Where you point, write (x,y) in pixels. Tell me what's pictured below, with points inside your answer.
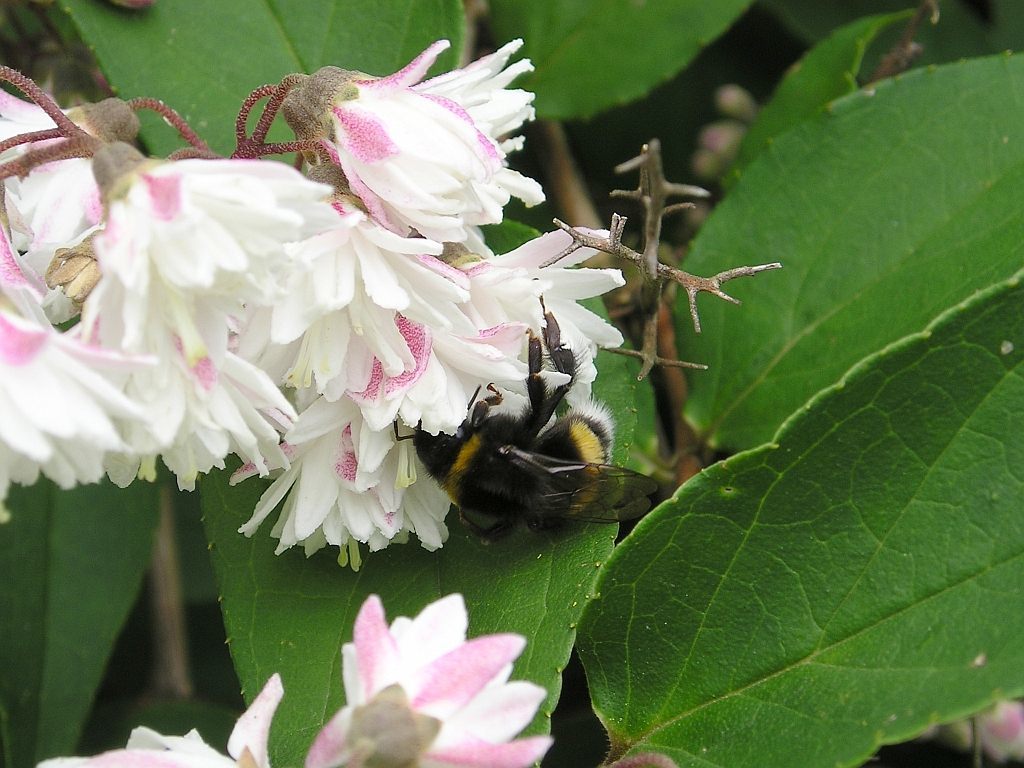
In this bee (475,489) is on the flower (455,372).
